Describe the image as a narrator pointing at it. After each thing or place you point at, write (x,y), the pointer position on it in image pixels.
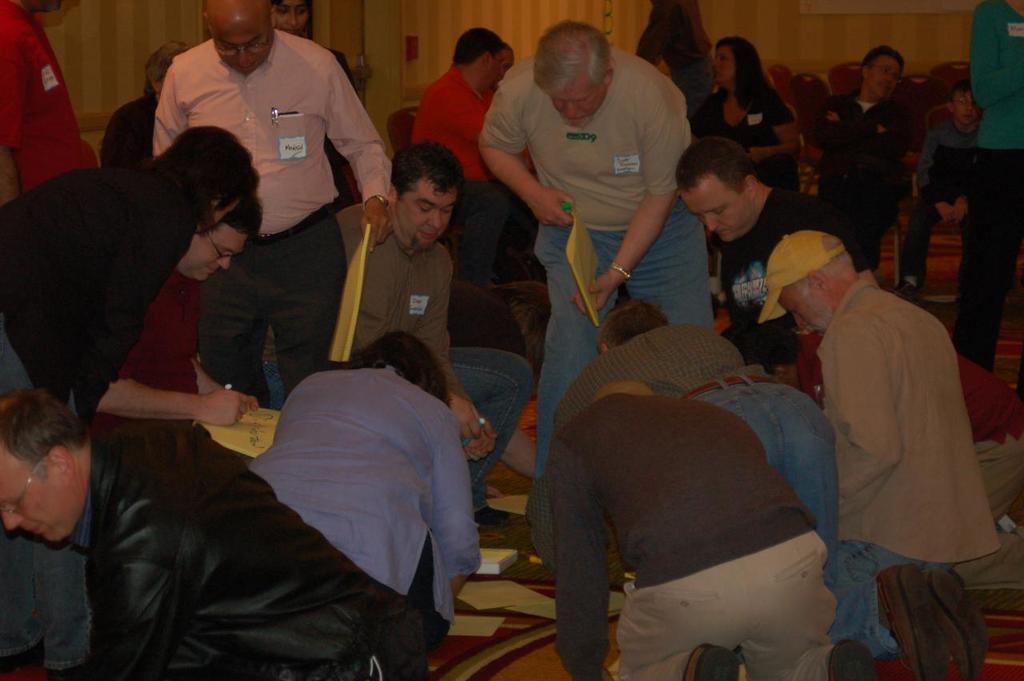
In this image I can see the group of people (352,481) with different color dresses (320,357). I can see one person (778,284) is wearing the yellow color cap (783,277) and few people (860,222) are sitting on the chairs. I can see few people (221,393) are holding the yellow color objects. And there are some objects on the floor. In the background (523,33) I can see the wall (716,21).
